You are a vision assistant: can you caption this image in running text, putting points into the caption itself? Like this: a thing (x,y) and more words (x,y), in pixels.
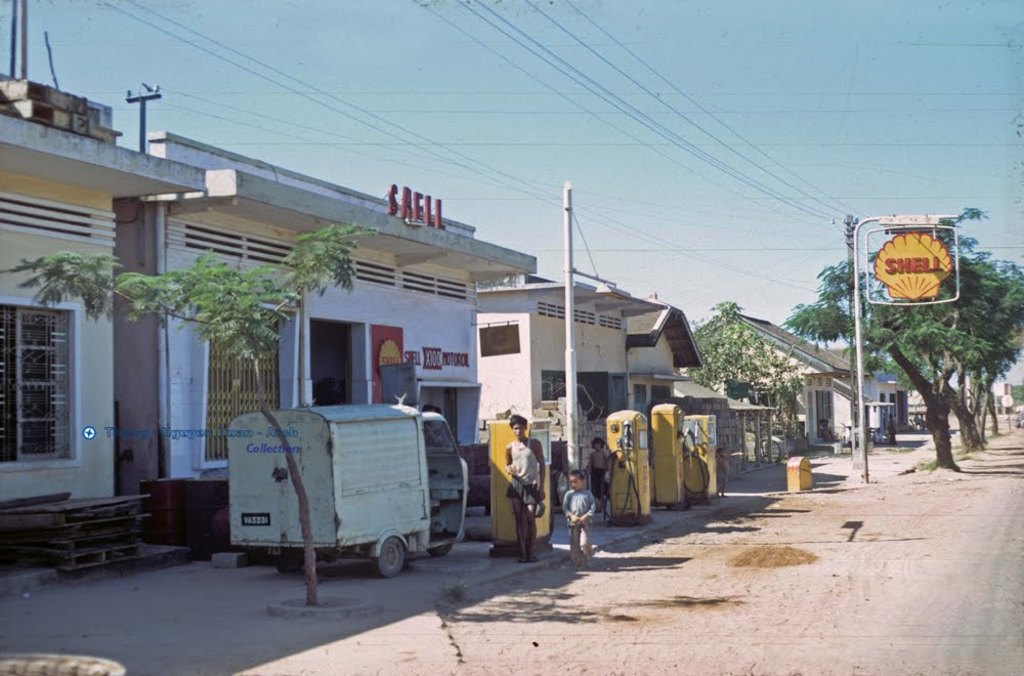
In this image I can see few buildings (453,317), windows (642,390), trees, vehicles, poles (880,219), board (893,241), current pole (854,219), wires (791,183), fuel dispenser machines (630,469) and few people (591,479) are standing. The sky (584,105) is in blue and white color.
